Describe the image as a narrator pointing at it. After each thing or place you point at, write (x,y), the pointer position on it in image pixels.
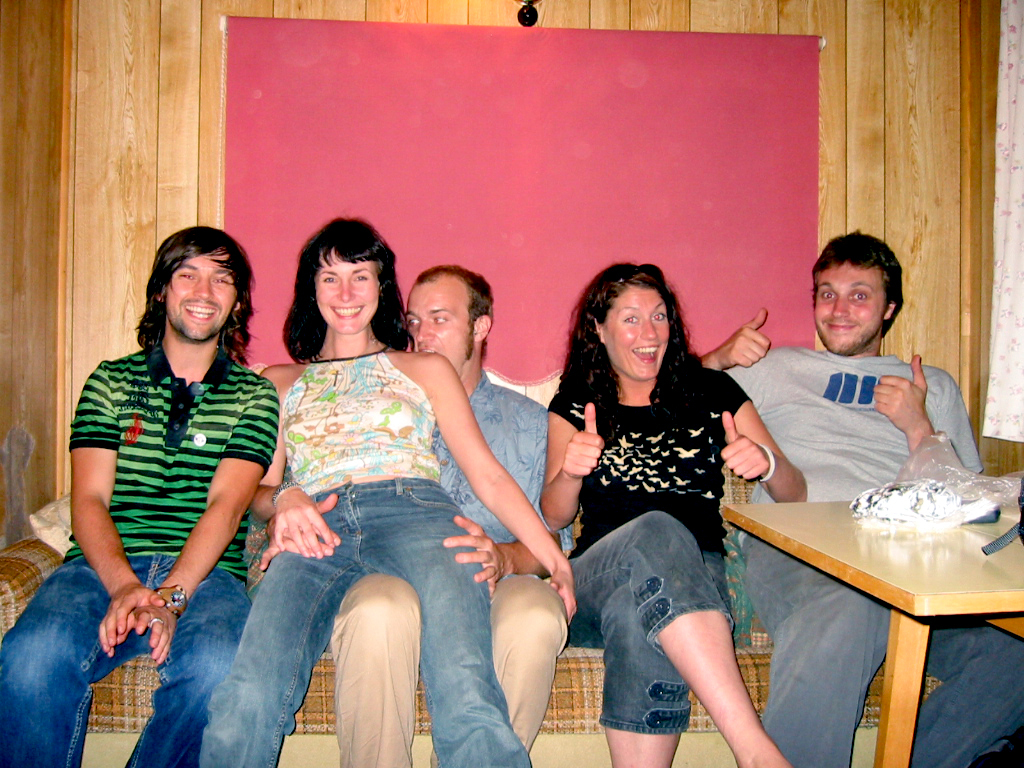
This is the image where five people (151,483) are sitting on the sofa (0,638) among them there are men (450,345) and two (632,364) are woman (626,375). On the right side of the image (966,569) there is a table (909,545). In the background of the image (926,95) there is a wooden wall (861,134).
